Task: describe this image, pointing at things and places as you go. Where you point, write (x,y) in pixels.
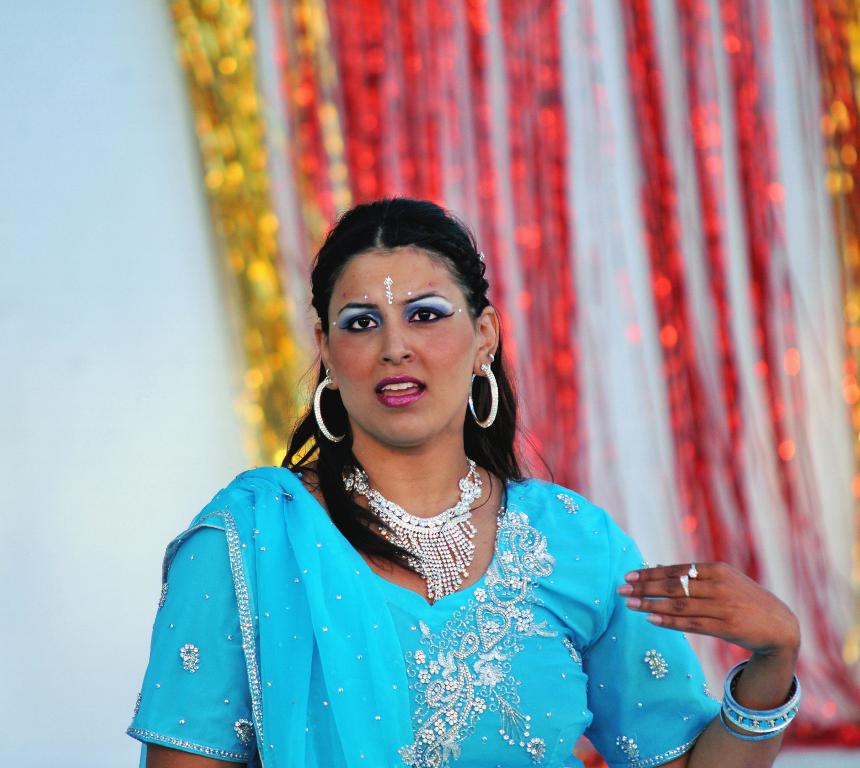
In this image we can see a person (672,613) with a blue color dress (454,620), in the background (850,590) we can see a curtain (812,562) and a wall (3,744).
